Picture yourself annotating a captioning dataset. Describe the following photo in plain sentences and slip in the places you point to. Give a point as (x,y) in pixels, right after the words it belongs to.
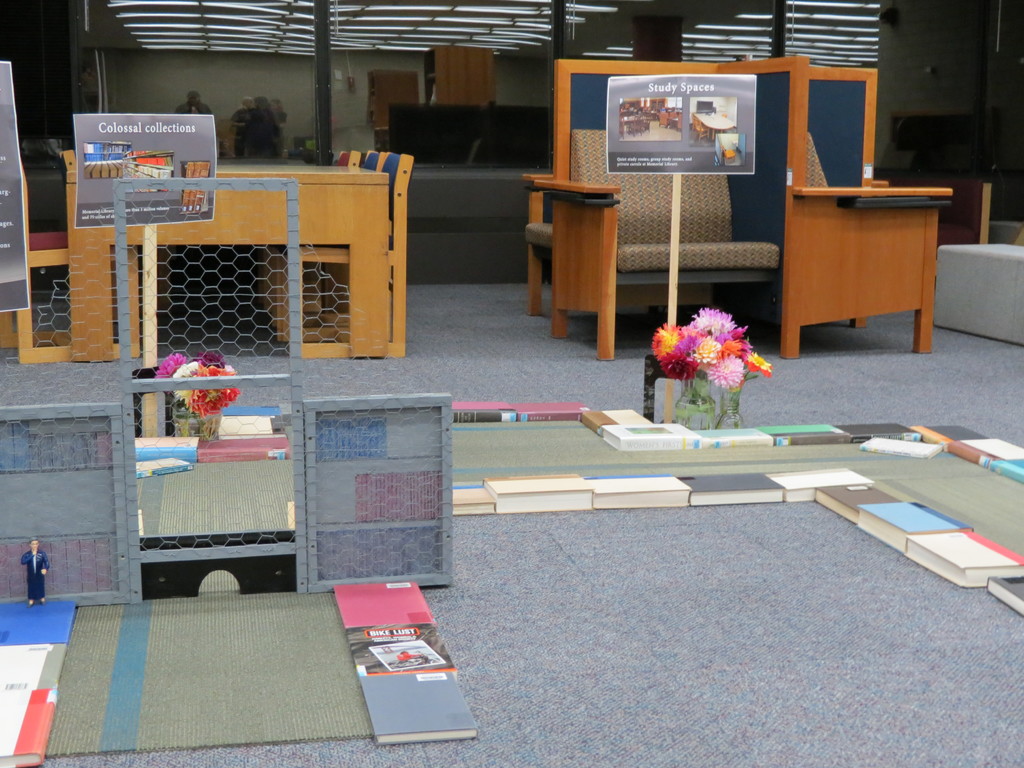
In this image in the center (555,482) there are some books (719,438) flowers (733,406), at the bottom (346,596) also there are some books (366,664) and a toy (28,580) and some boards (116,443) and net (387,479). In the background (326,173) there are some tables (314,177), chairs (597,172) and some boards (204,214) and also there are some people (242,111) who are standing and we could see some couches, doors (459,79) and wall (182,70) and also some boards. On the top (230,12) there is ceiling (141,26).
